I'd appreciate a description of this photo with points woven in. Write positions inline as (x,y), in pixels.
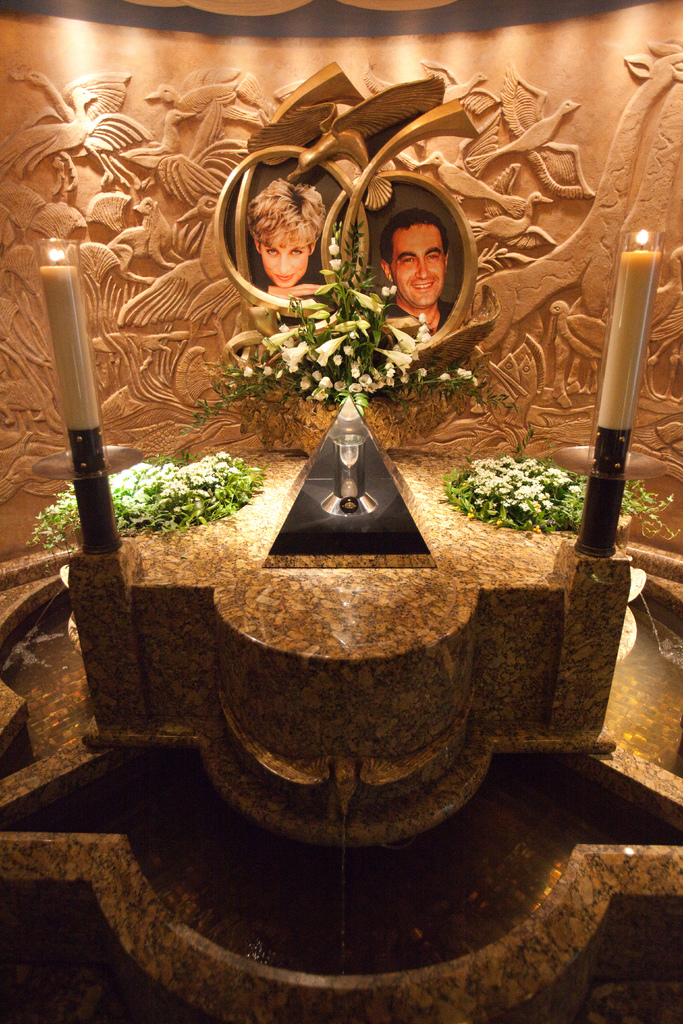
In this picture we can see candles (91,369), water (616,832), flowers (164,513), photos (223,229) of a man (395,316) and a woman (266,223) and in the background (207,309) we can see the wall (596,32) with designs (132,240).
